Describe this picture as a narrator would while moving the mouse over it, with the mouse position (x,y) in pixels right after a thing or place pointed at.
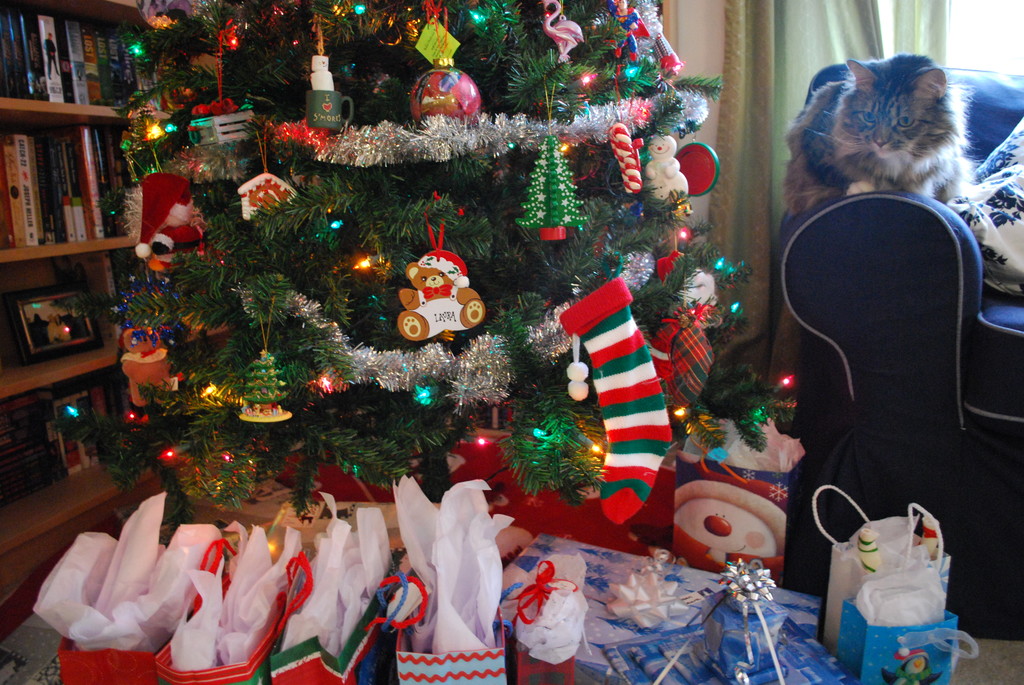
In this image there is a Christmas tree (392,242), in front of the Christmas tree (414,311) there are a few baskets (317,602) and gifts (650,604), beside the Christmas tree (436,216) there is a cat (895,187) on the sofa chair (889,201), behind the cat (897,140) there is a curtain (749,67), on the other side of the Christmas tree (134,143) there are books (62,219) on the wooden shelf (63,8).
